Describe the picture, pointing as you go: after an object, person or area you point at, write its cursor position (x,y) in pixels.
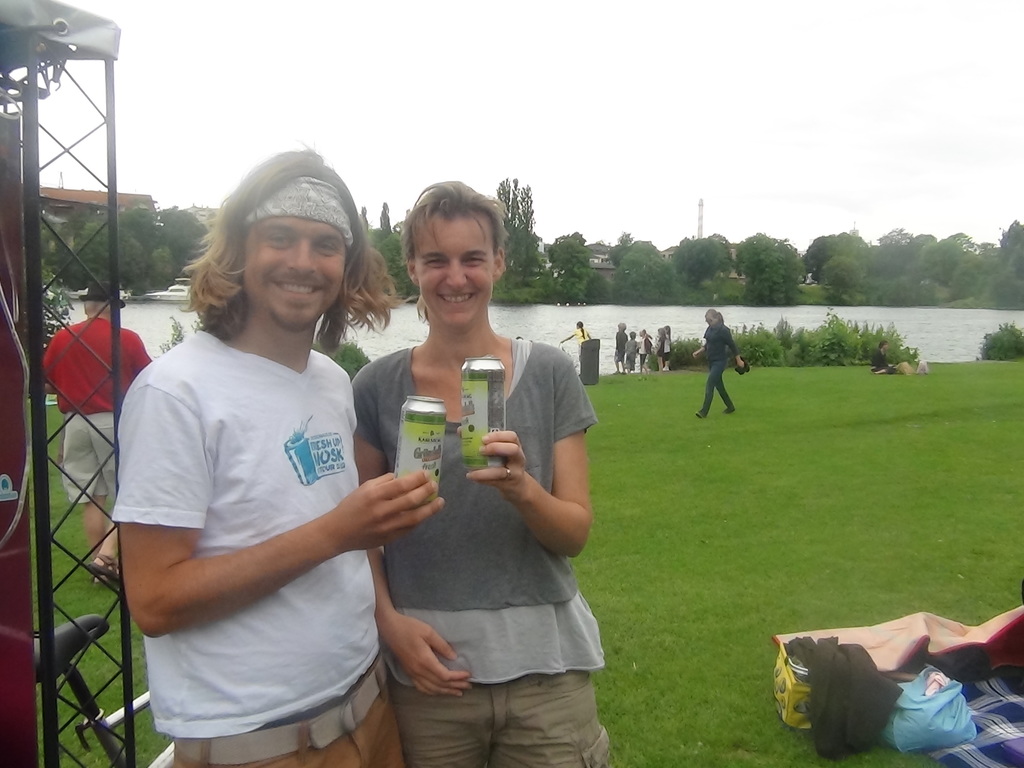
In this picture we can see 2 people (450,549) standing on the grass (79,588) and holding cans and smiling at someone. In the background (165,224), we can see trees (648,290), river (689,326), people (667,326) walking on the grass (836,463). On the left side (62,746), we can see a bicycle (107,736) and an iron stand (52,721) and on the right side (955,673), we can see a blanket (967,702) and other things (826,651).
